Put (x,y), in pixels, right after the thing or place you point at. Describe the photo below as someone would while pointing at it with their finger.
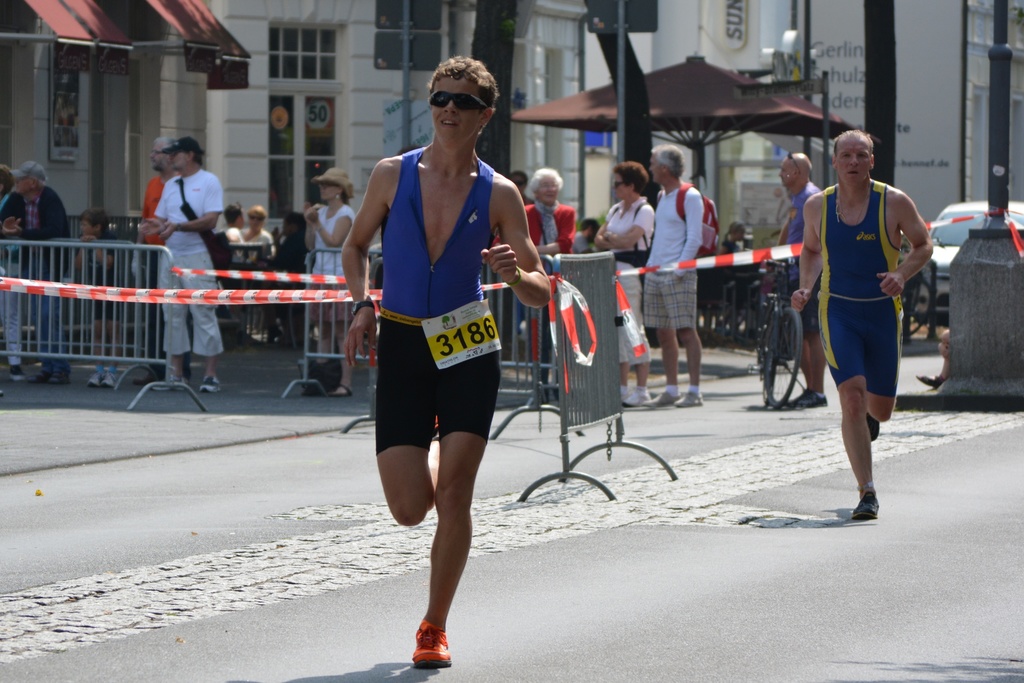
In this picture there are two persons (860,386) running on the road (726,445) and there are few persons (335,173), trees (626,160) and a vehicle (982,218) in the background (885,132).
